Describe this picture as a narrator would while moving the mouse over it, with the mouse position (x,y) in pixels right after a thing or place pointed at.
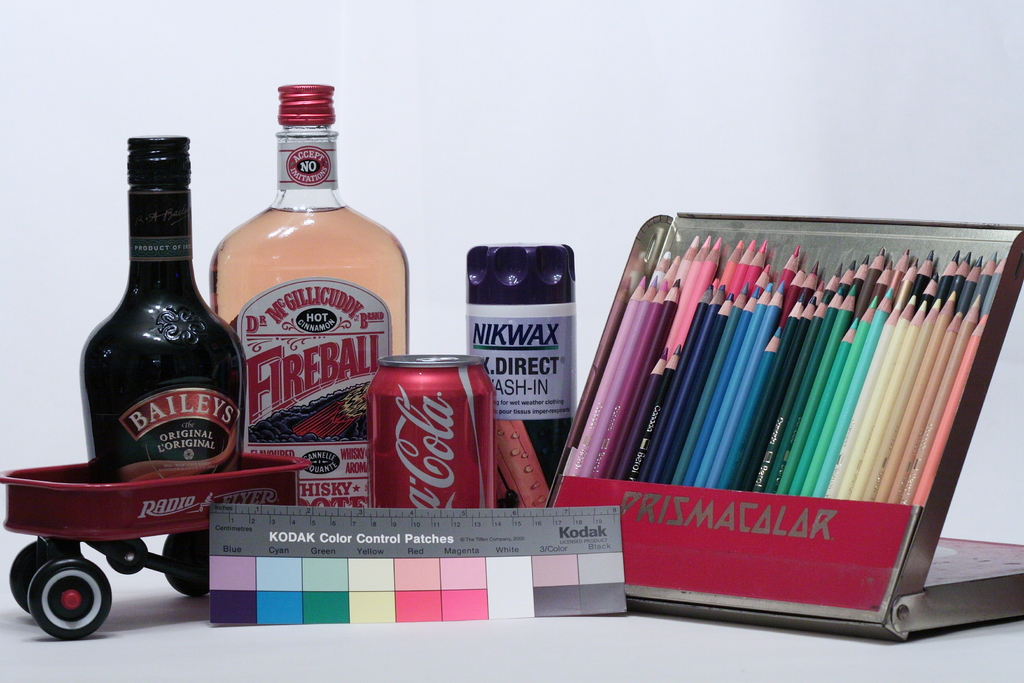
In this picture i could see a pencil color pencil set (804,409) and a color chart (406,615) with the scale (242,527) on it and some drink bottles (297,425) and a small vehicle (131,500).
